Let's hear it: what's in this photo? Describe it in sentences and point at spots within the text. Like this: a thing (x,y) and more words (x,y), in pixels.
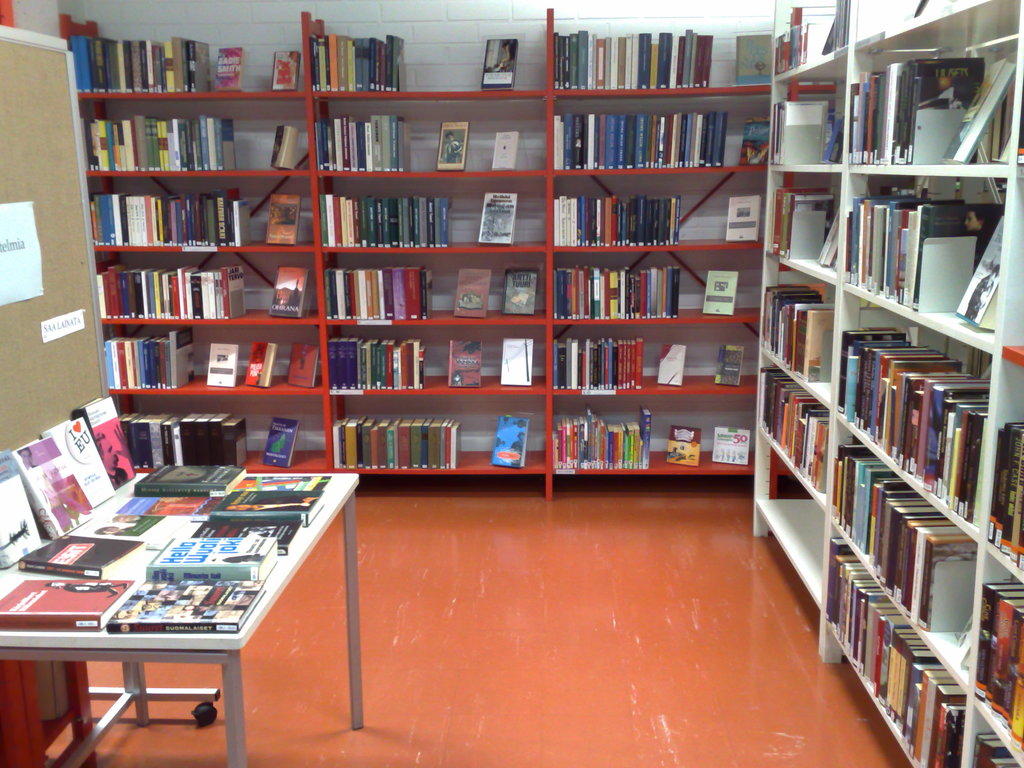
Here in this picture, in the front (410,624) we can see a table (228,651) present on the floor (215,678) and on that we can see number of books (89,538) present and in the middle (443,282) and the right side (813,321) we can see wooden racks (368,93) that are also filled with books (869,425) and on the left side (20,151) we can see a board (21,133) with some papers (3,272) pasted on it present.
